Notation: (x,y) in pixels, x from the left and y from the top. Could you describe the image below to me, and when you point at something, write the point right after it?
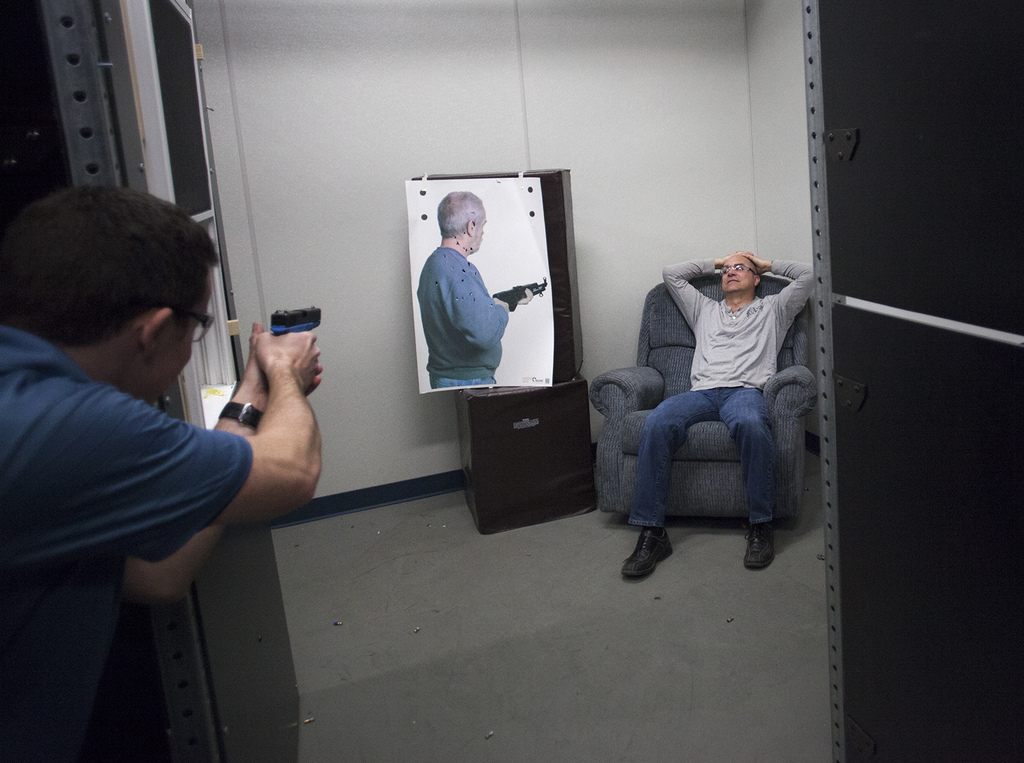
In the picture we can see a house (594,535) inside it we can see a man (651,435) sitting on the chair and beside him we can see a poster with a image of a man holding a gun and from the outside of the house (702,246) we can see a man (59,434) holding a gun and aiming at the poster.
